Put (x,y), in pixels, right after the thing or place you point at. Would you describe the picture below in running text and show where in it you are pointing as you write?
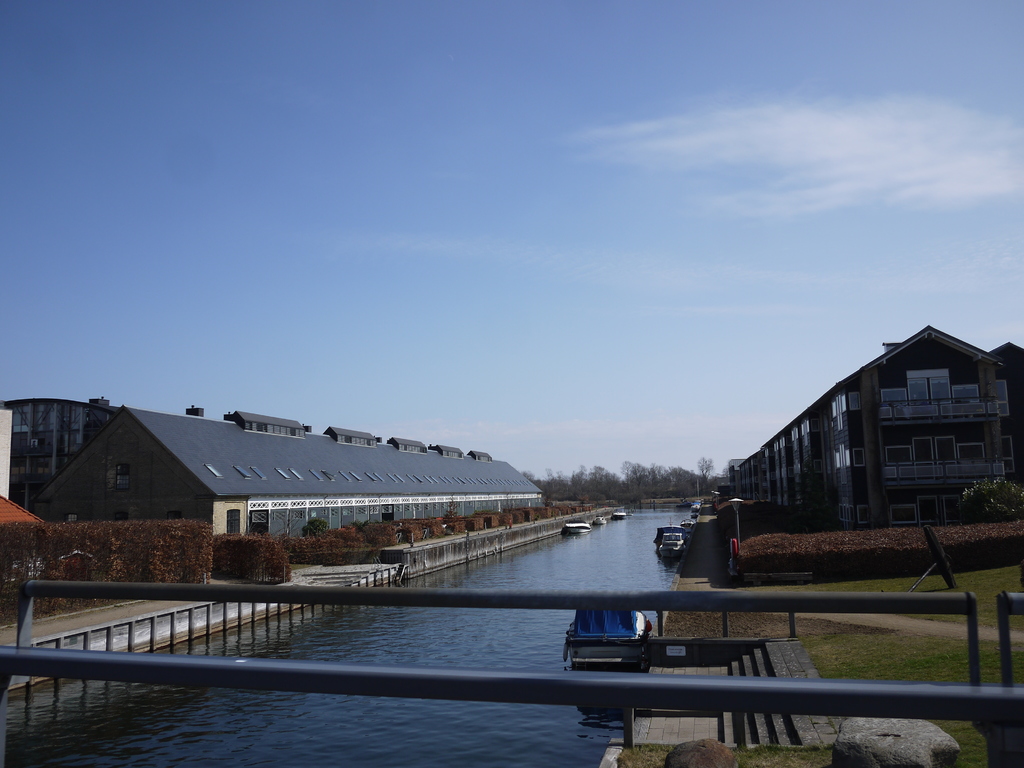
In this picture, on the right side (943,418), we can see some buildings (961,443), windows (958,449), plants (970,490), street lights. On the left side (200,571), we can also see some plants (209,537), buildings (196,484). In the middle of the image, we can see some boats (607,648) which are floating on the water (560,648), grills (369,682). In the background (624,478), there are some trees (652,475). On the top (725,186), we can see a sky (698,281).
